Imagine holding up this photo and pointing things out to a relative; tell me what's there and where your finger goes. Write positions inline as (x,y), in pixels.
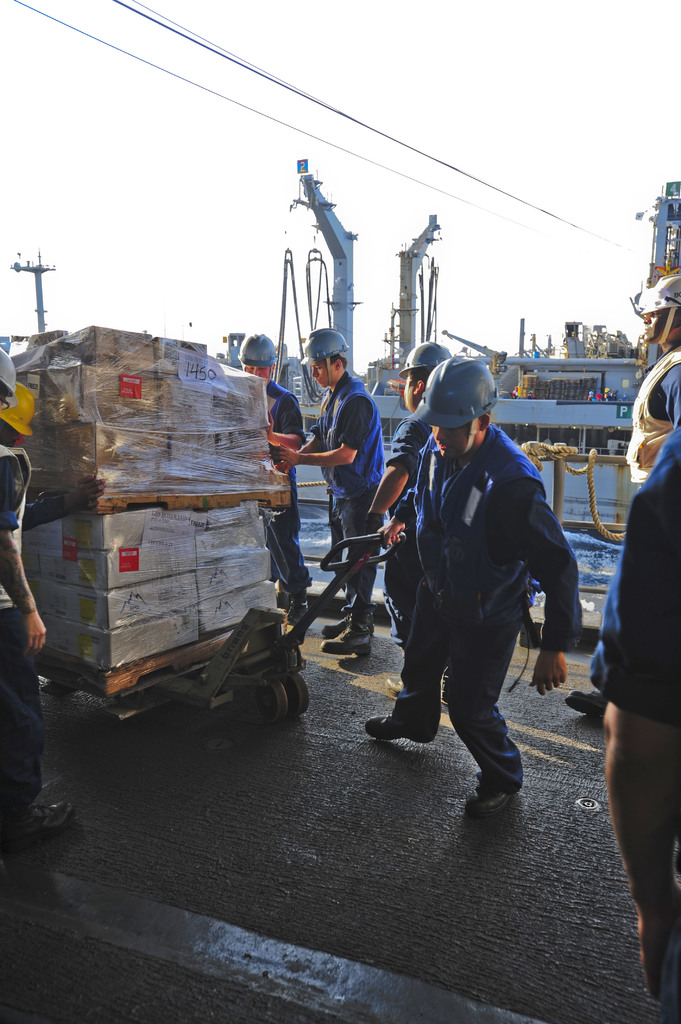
In this image I can see the group of people (454,666) with the dresses (520,605) and helmets (436,421). I can see one person (470,608) holding the trolley (287,676) and there are many boxes (113,594) can be seen on the trolley (262,707). In the background (1,294) I can see the poles (555,485), rope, ship (506,409) and the sky (228,143).
